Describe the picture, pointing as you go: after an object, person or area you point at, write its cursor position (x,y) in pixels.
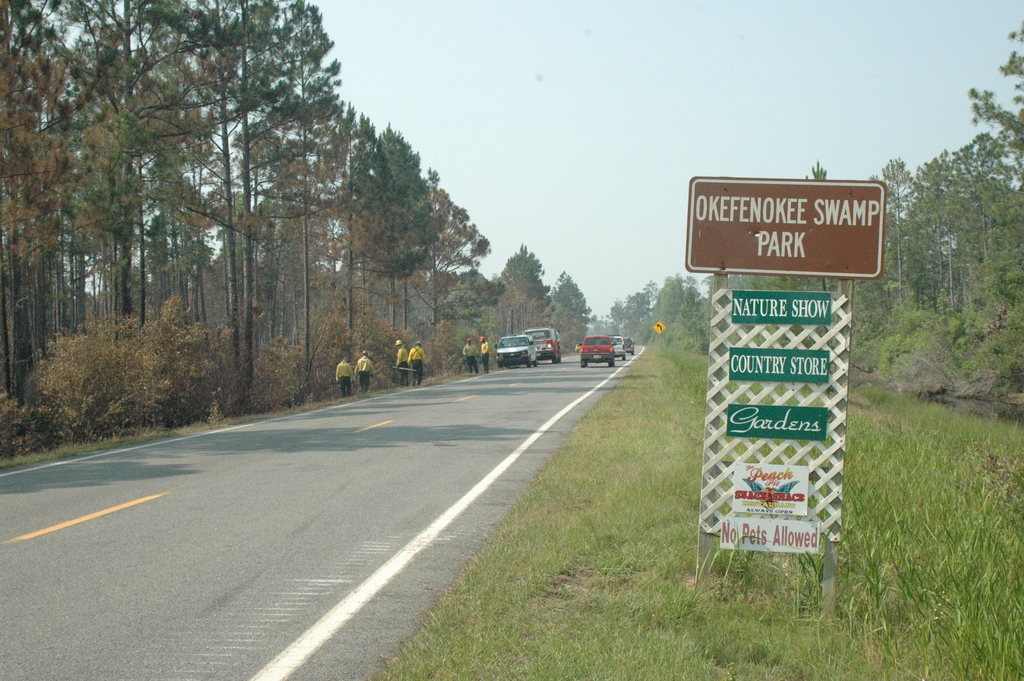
There is a road (371,457). On the road (372,460) there are vehicles (542,348). On the right side (750,423) there is a sign board (738,317). And there are trees (911,272). On the left side (242,252) there are trees (319,327) and some people (468,343). In the background (596,109) there is sky (576,143).
